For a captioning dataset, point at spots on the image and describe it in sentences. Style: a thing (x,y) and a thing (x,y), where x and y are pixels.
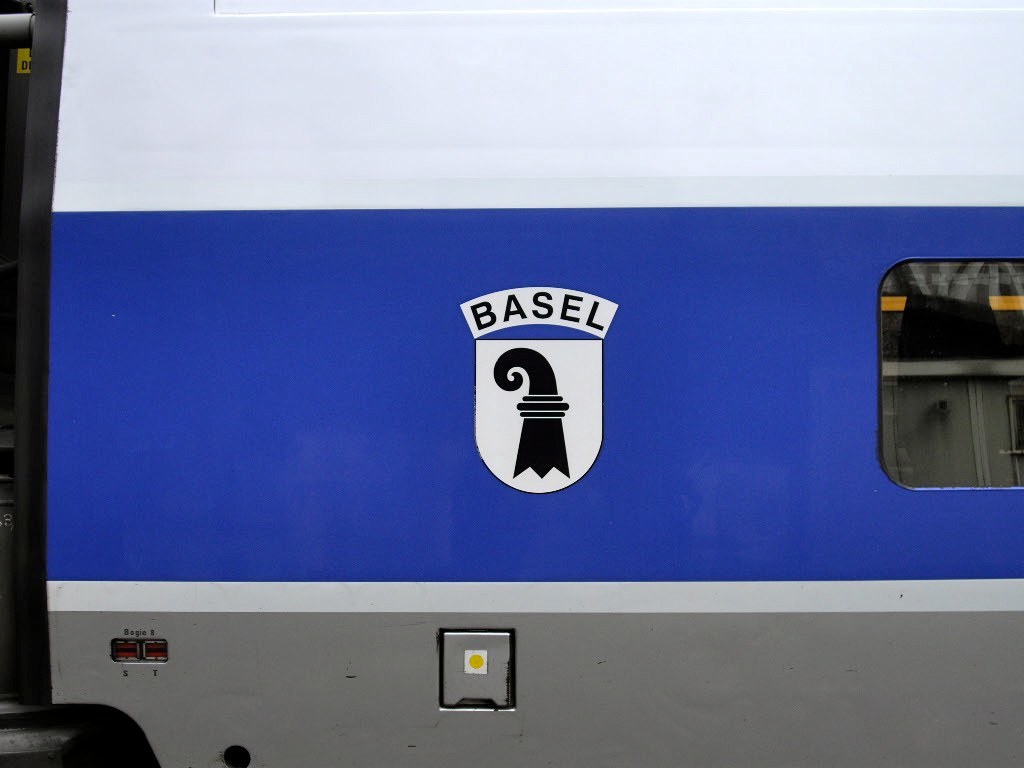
This is a picture of a logo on the vehicle (436,317).
